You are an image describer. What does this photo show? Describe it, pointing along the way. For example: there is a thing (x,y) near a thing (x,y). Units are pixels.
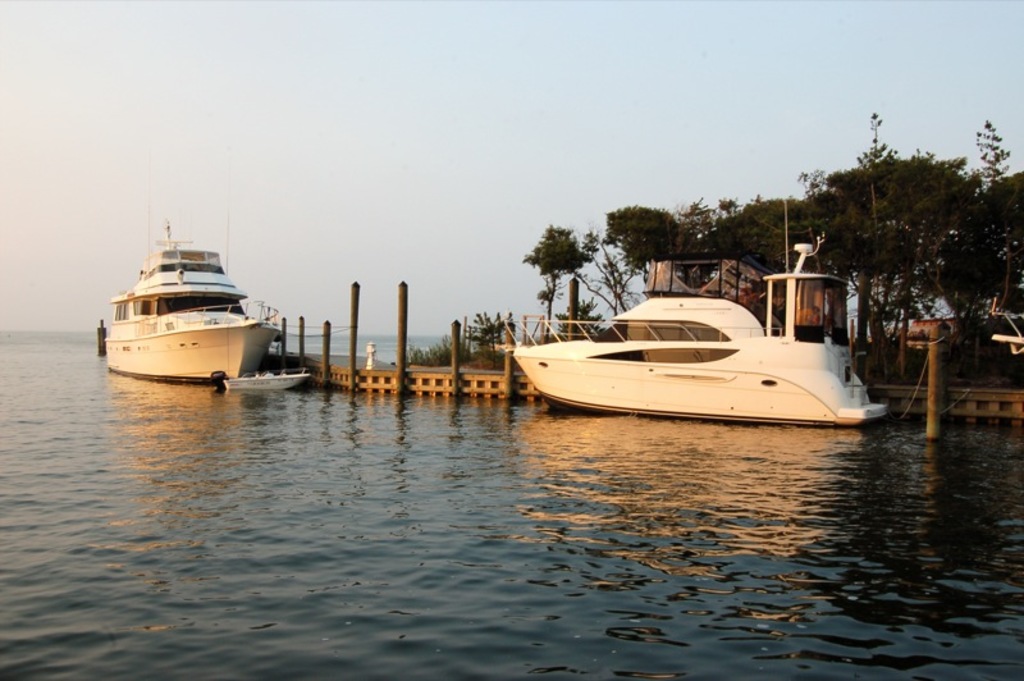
In this picture we can see a ship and boats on water (271,471), beside the water (369,441) we can see poles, platform (460,391), trees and some objects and we can see sky (443,8) in the background (469,139).
